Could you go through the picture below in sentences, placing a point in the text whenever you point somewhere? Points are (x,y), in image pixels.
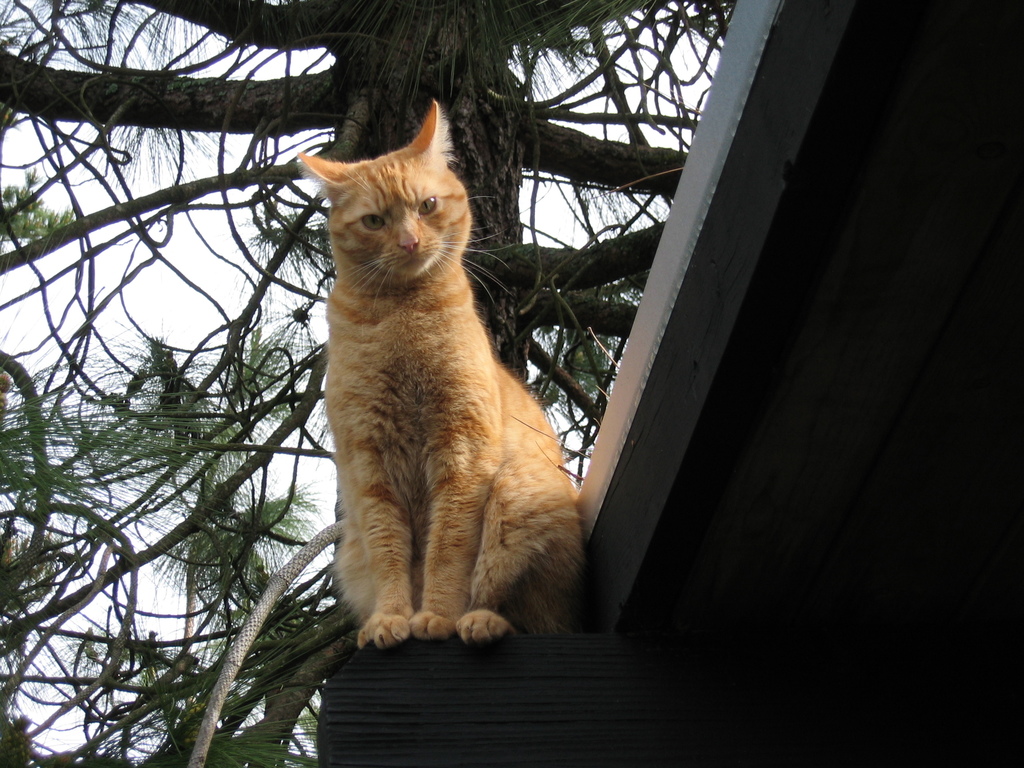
In this picture I can see a cat (469,367) which is sitting on a black color thing (520,671) and I see that the cat (507,605) is of orange color. In the background (510,310) I see a tree (361,56).
